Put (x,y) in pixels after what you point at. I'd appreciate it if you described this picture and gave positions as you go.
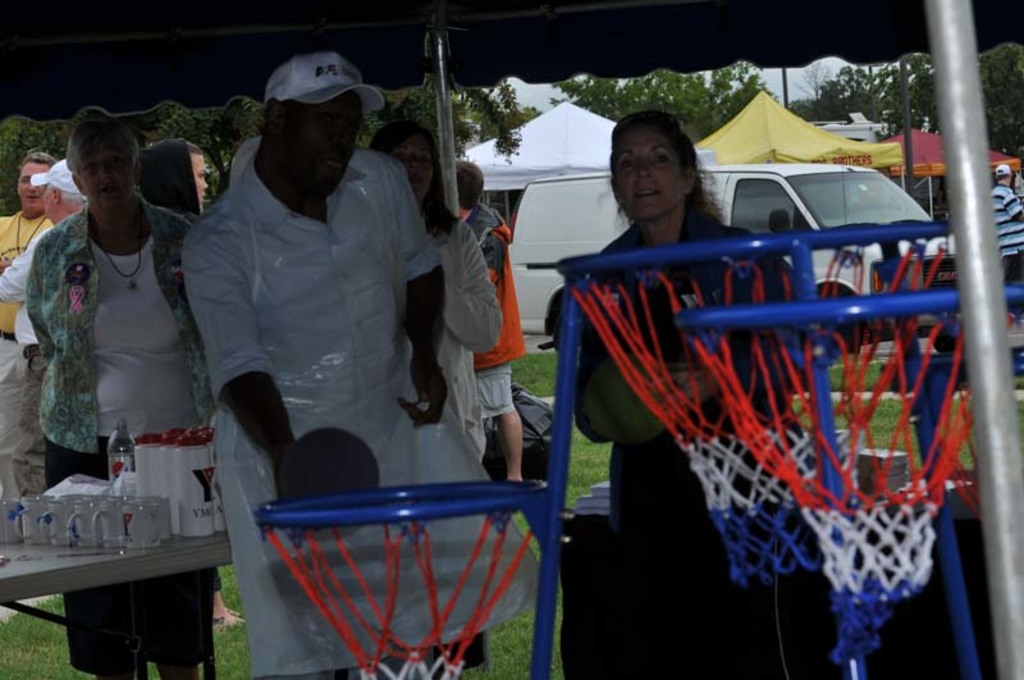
There are basketball nets (738,433) are present at the bottom of this image (490,571). We can see people (516,318) in the background (445,348). There are tents (590,131) and trees (867,107) at the top of this image (422,108) and there is a vehicle (876,274) on the right side of this image (868,204). We can see the cups (114,529) and bottles (174,482) are kept on a table (35,559) which is in the bottom left corner of this image (74,564).
